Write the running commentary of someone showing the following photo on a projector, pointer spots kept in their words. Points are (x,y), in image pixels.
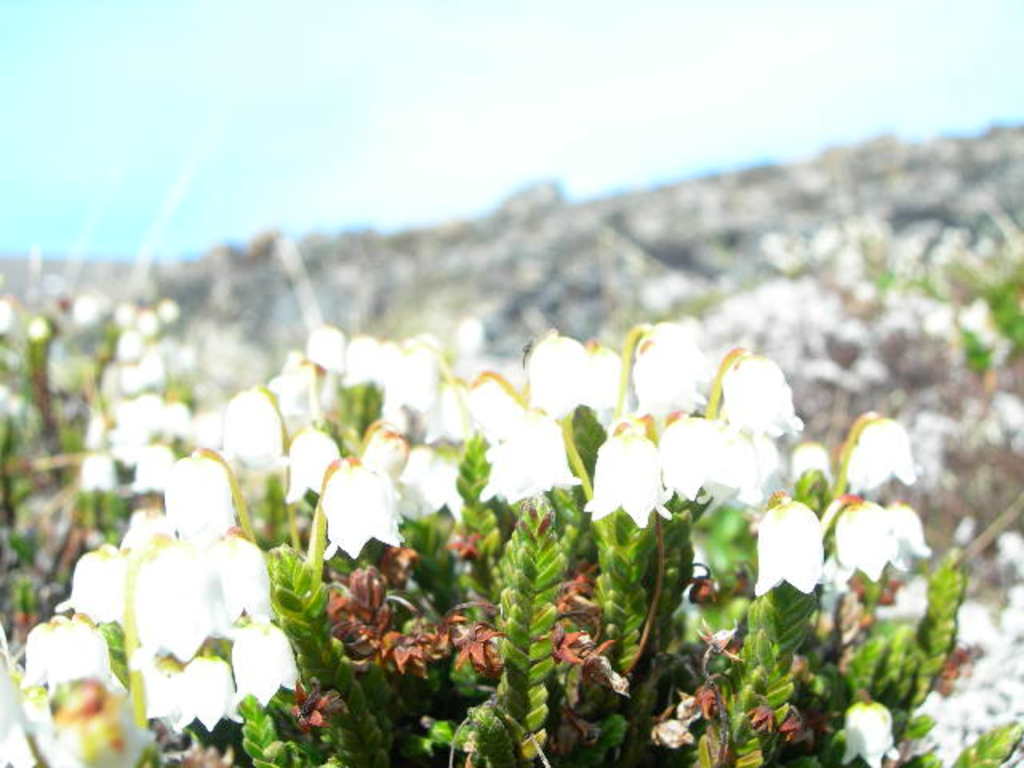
In this picture we can see few flowers (656,454) and plants (565,495).
